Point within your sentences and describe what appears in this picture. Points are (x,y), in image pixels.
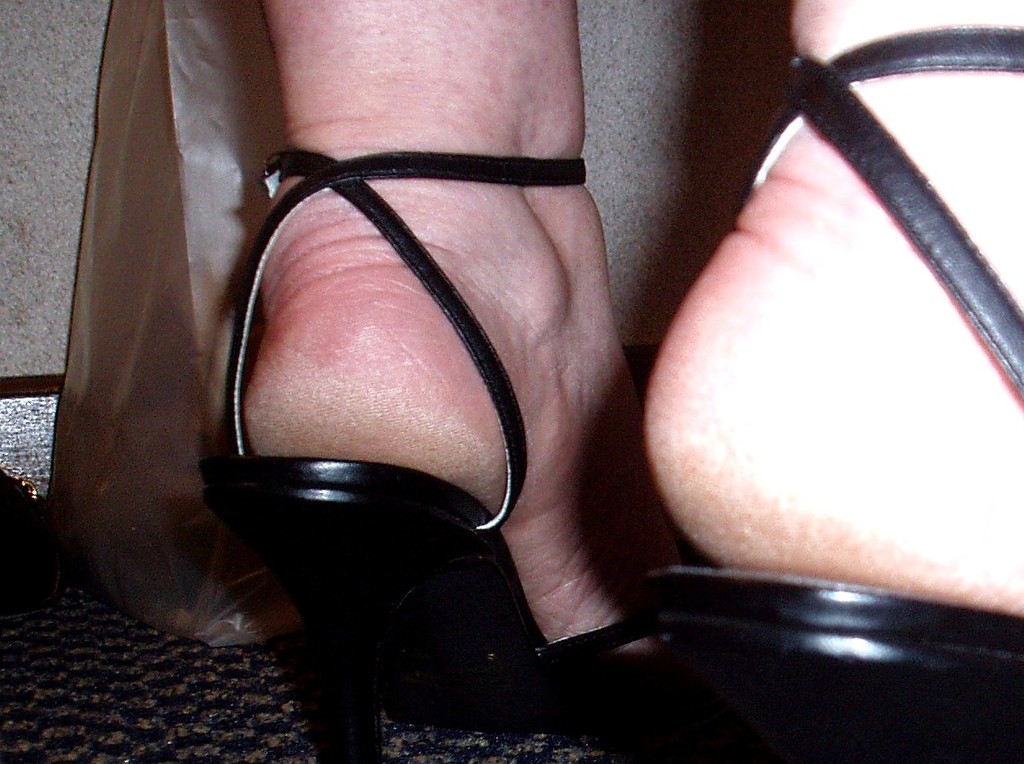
In this image I can see a person's legs (521,569) and a bag (181,568) on the floor (178,667). This image is taken may be in a room (647,65).
